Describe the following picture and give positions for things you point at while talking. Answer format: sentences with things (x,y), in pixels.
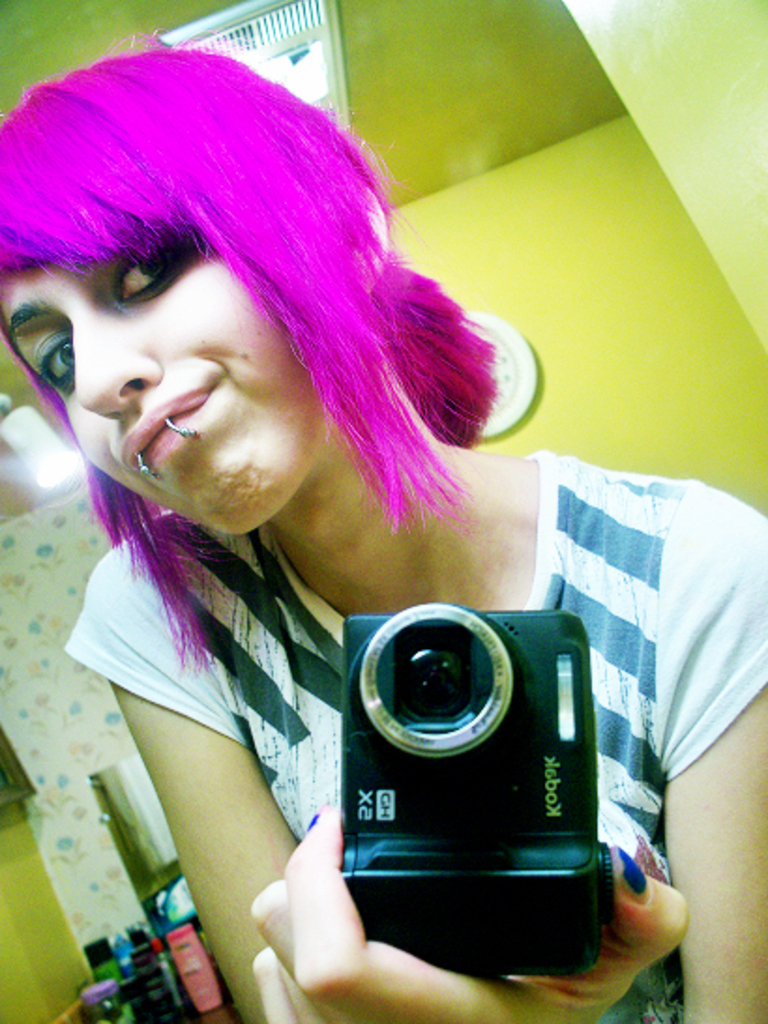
In this image we can see a woman (277,988) holding a camera (492,716) with her hand (291,988). In the background (10,875) we can see bottles (121,968), lights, clock (498,423), and wall (546,288).
